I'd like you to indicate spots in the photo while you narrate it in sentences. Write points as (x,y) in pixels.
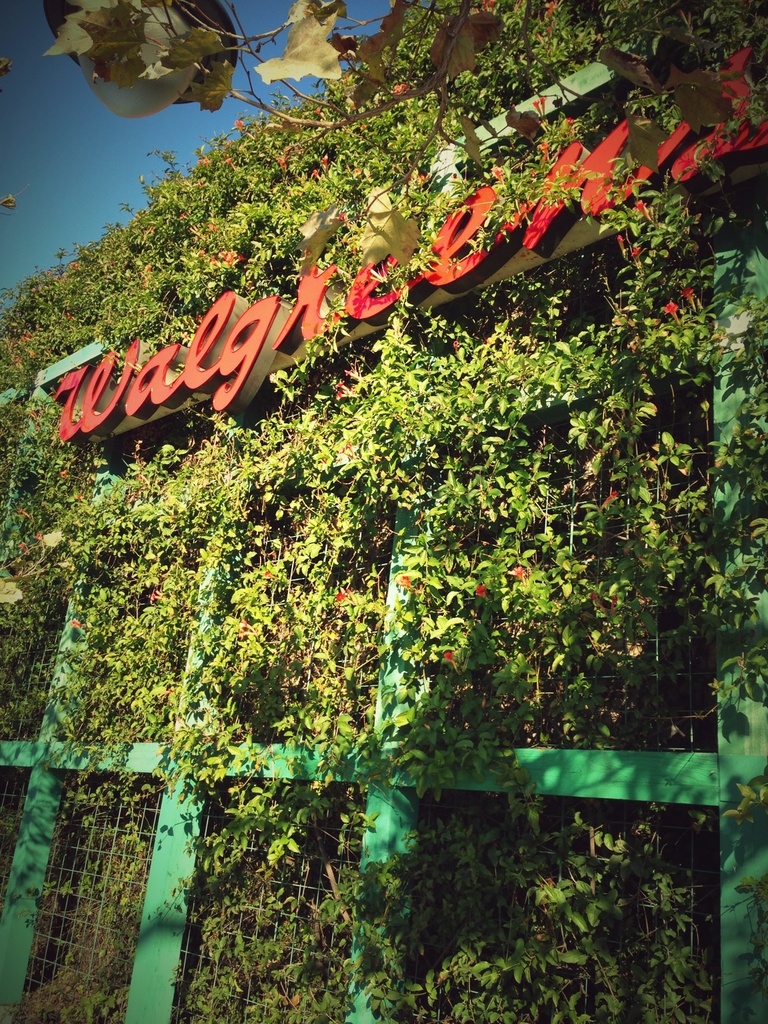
In this image I can see the plants (256,427) and the red color flowers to it. The plants (260,524) are attached to the net (121,798). I can see something is written on the board (158,355). In the back (54,124) there is a blue sky (57,126).
